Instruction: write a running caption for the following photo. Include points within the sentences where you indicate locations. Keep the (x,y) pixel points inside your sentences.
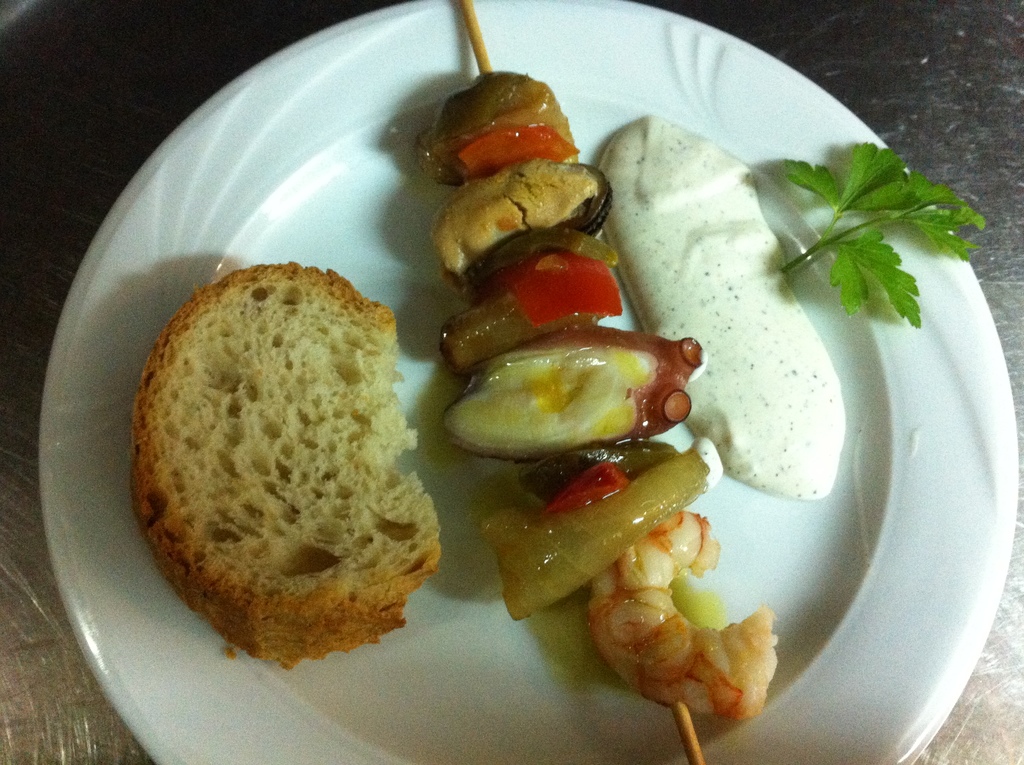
In this picture there is a plate (887,729) in the center of the image (490,290), which contains food items (318,345) in it.
